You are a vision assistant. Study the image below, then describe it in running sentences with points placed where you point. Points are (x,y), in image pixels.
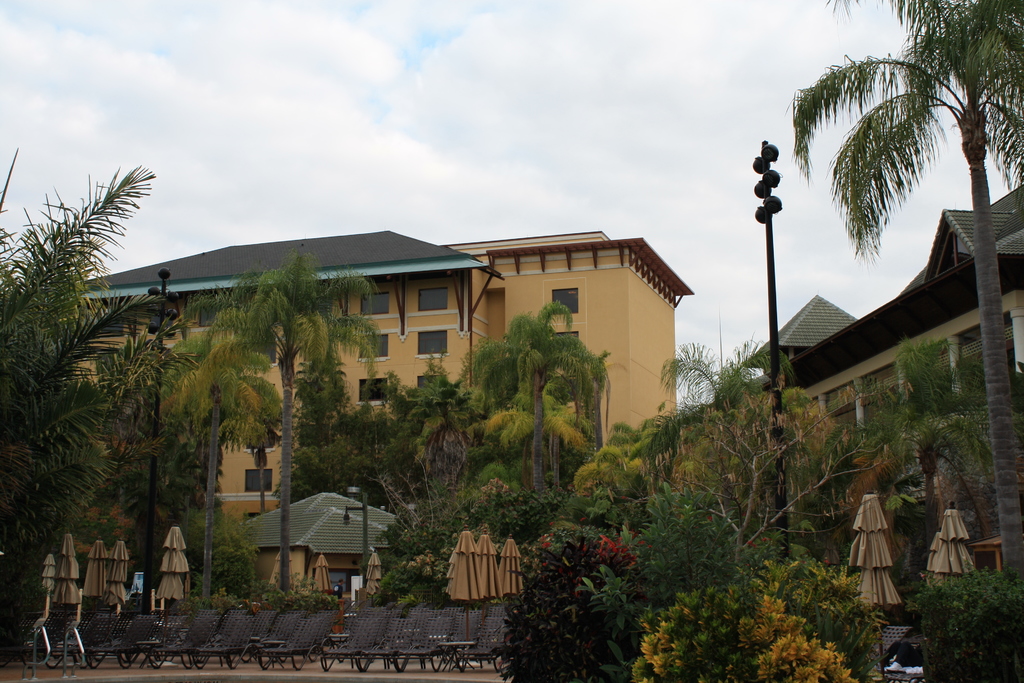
In this image I can see few black chairs (482,659), closed umbrellas (462,563), light-pole (349,521) and trees (637,518). Back Side I can see buildings (603,317) and windows (422,294). The sky (419,138) is in blue and white color.
